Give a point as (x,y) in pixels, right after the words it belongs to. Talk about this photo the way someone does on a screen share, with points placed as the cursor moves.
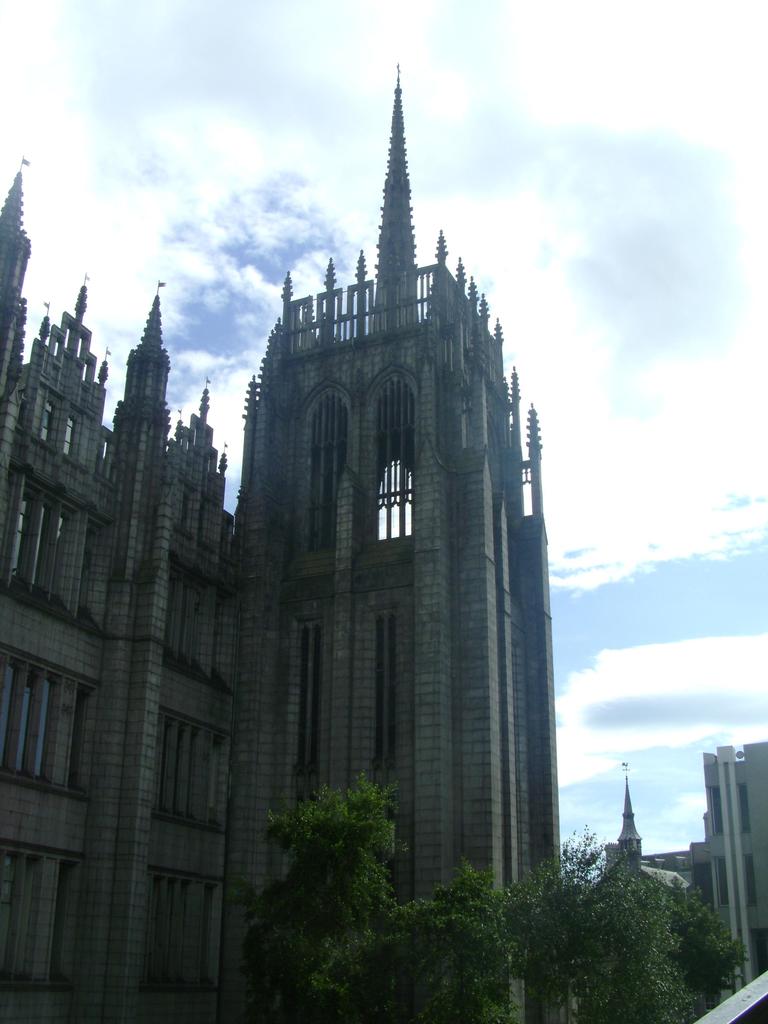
In this image I can see the trees (472,942). In the background (391,718), I can see the buildings (729,789) and clouds (456,204) in the sky (610,268).
